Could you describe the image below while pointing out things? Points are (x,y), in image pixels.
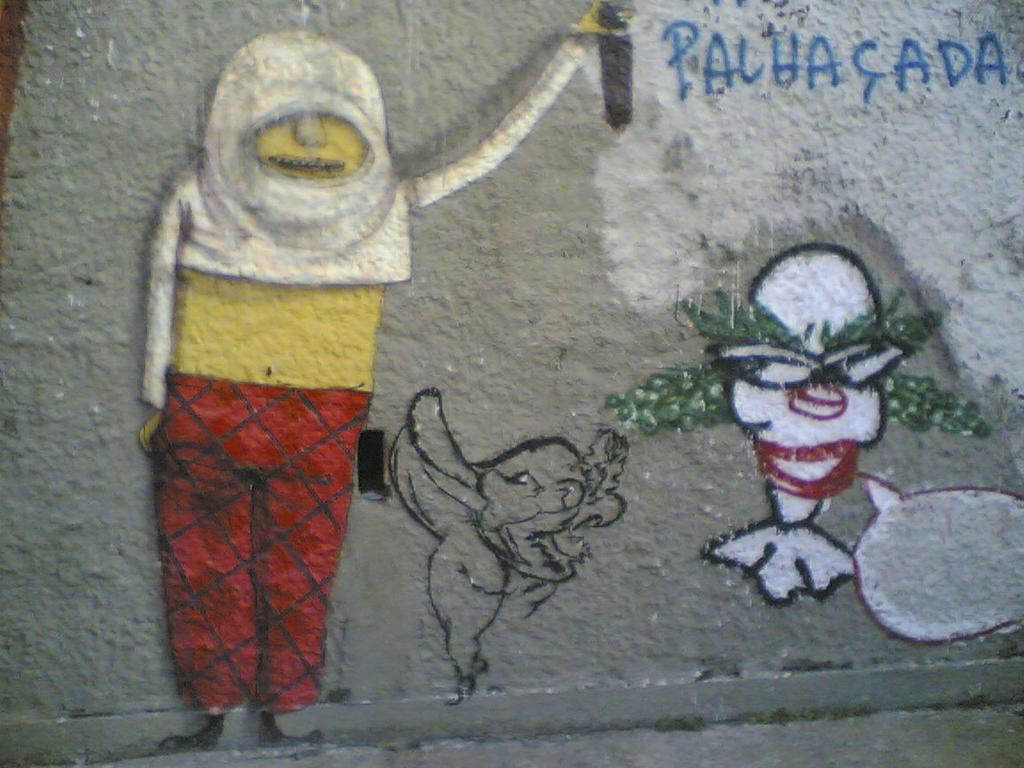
In this picture we can see a wall (516,320) and on the wall (502,376) there are paintings (738,414) and letters (857,60).
